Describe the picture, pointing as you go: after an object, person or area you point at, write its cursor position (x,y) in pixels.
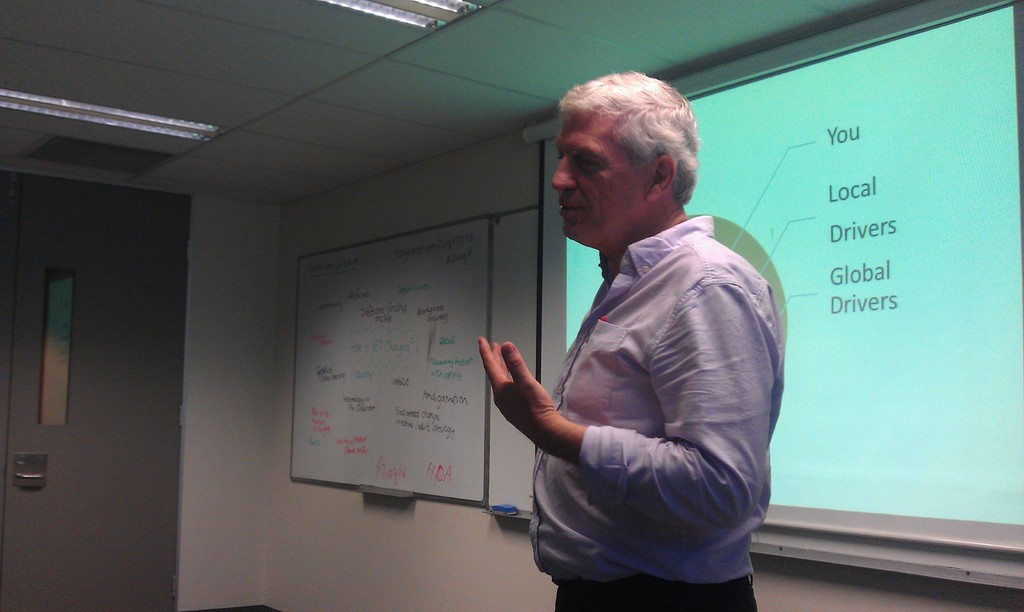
In this picture we can see a man (610,368), behind to him we can see a projector screen (835,458) and a board (398,344) on the wall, and also we can find lights (393,18).
